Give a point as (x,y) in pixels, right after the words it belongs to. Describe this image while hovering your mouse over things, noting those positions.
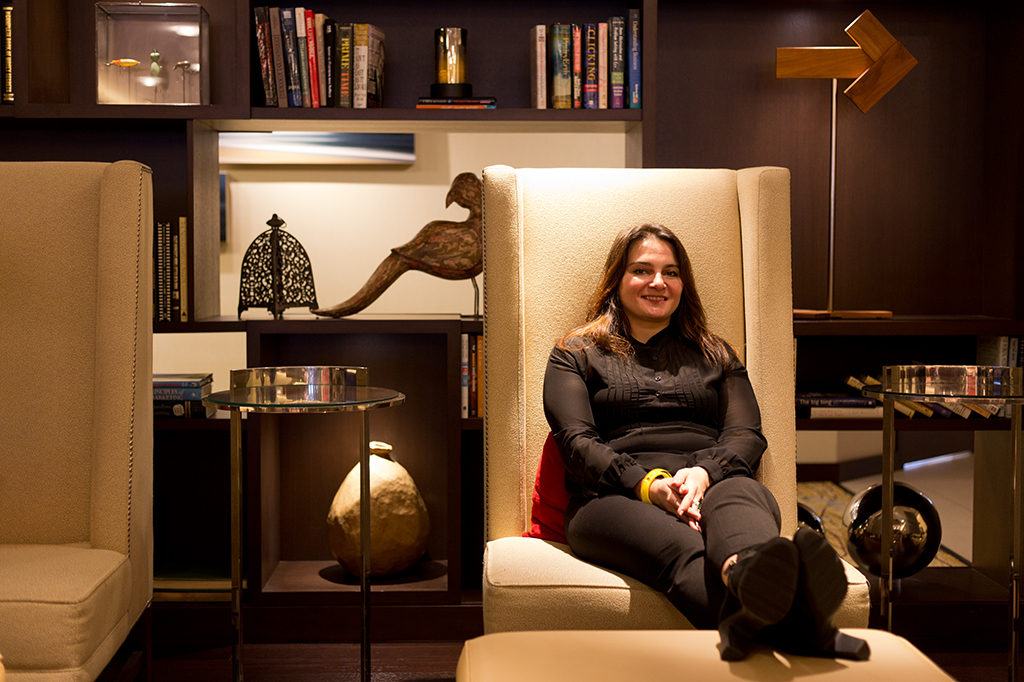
In this image, we can see a person (643,310) wearing clothes (711,440) and sitting on the chair (522,498). There is a rack (170,114) in the middle of the image (462,338) contains some books (617,77). There is a table (343,380) at the bottom of the image (235,530). There is an another chair (105,266) on the left side of the image (90,296).
